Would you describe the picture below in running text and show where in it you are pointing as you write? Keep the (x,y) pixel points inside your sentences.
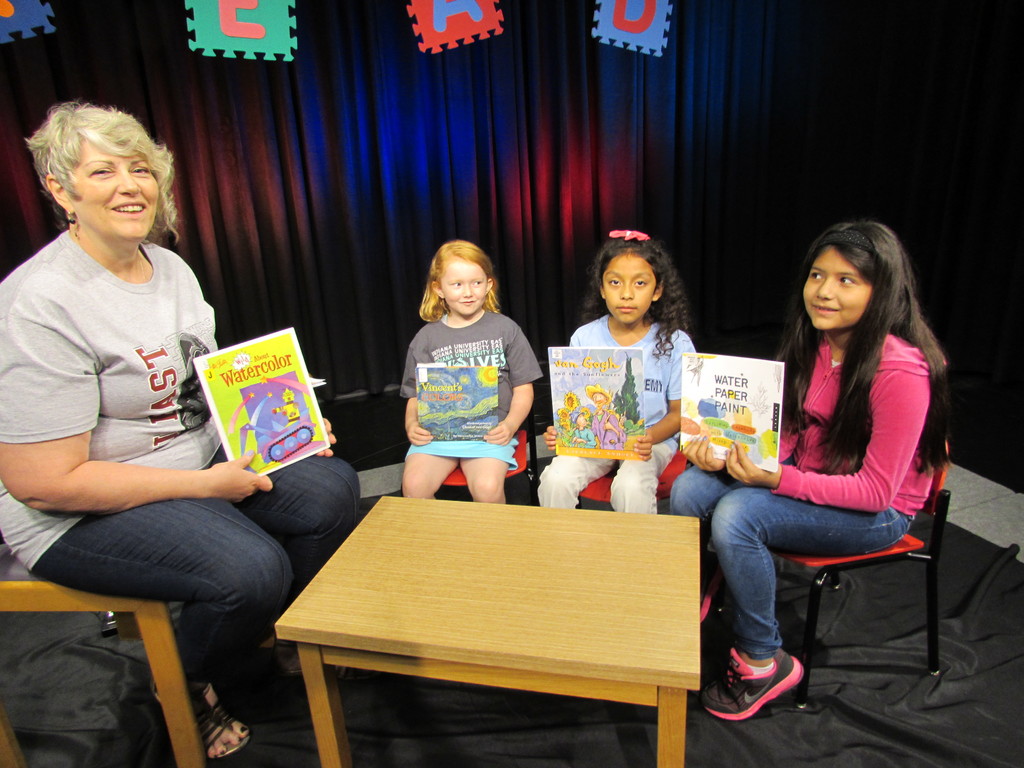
This kids (501,355) are sitting on a chair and holding book (479,382). This woman (178,378) is sitting on a chair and holding book (253,425). In-front of this person (147,417) there is a table (508,593).
